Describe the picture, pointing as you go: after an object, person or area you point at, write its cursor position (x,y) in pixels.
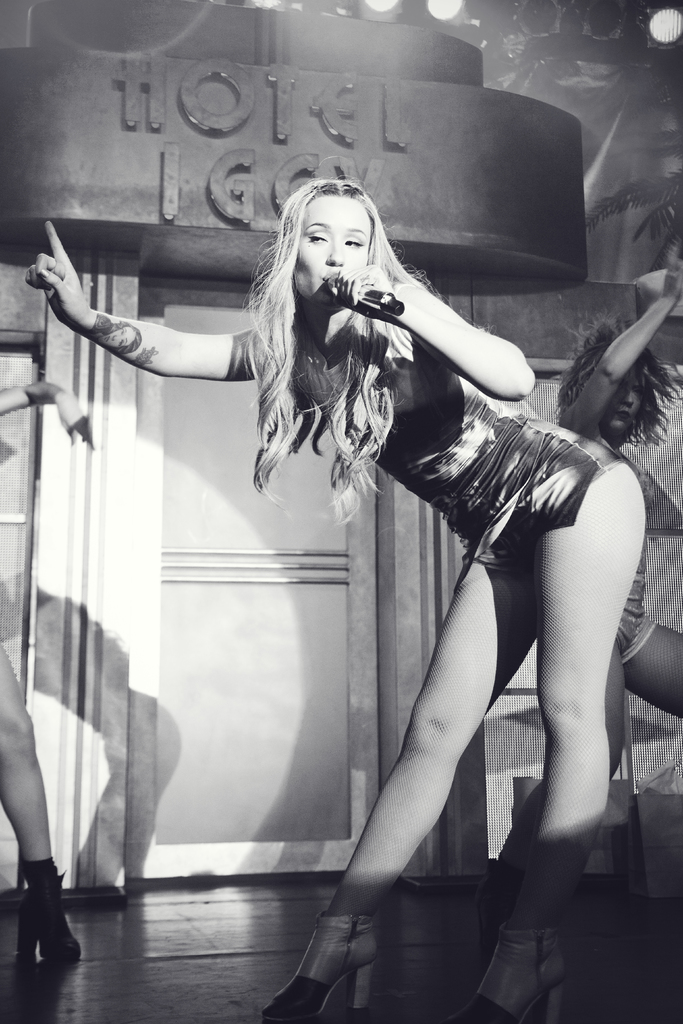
This is a black and white picture. Here we can see a woman (365,430) who is talking on the mike (377,303).
